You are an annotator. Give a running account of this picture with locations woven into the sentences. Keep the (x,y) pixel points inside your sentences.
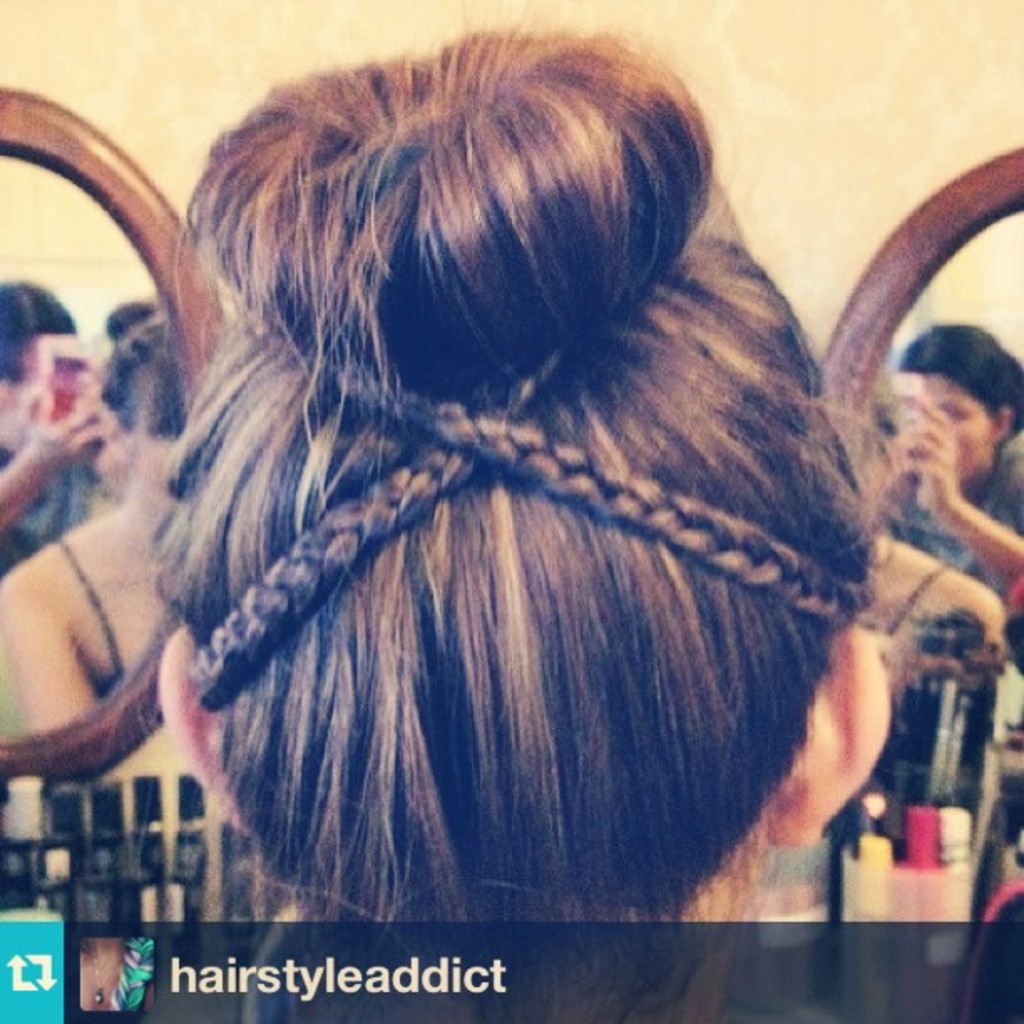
In this image, we can see a person hairstyle (417,467). In the background of the image (92,378), we can see some persons (66,527).
